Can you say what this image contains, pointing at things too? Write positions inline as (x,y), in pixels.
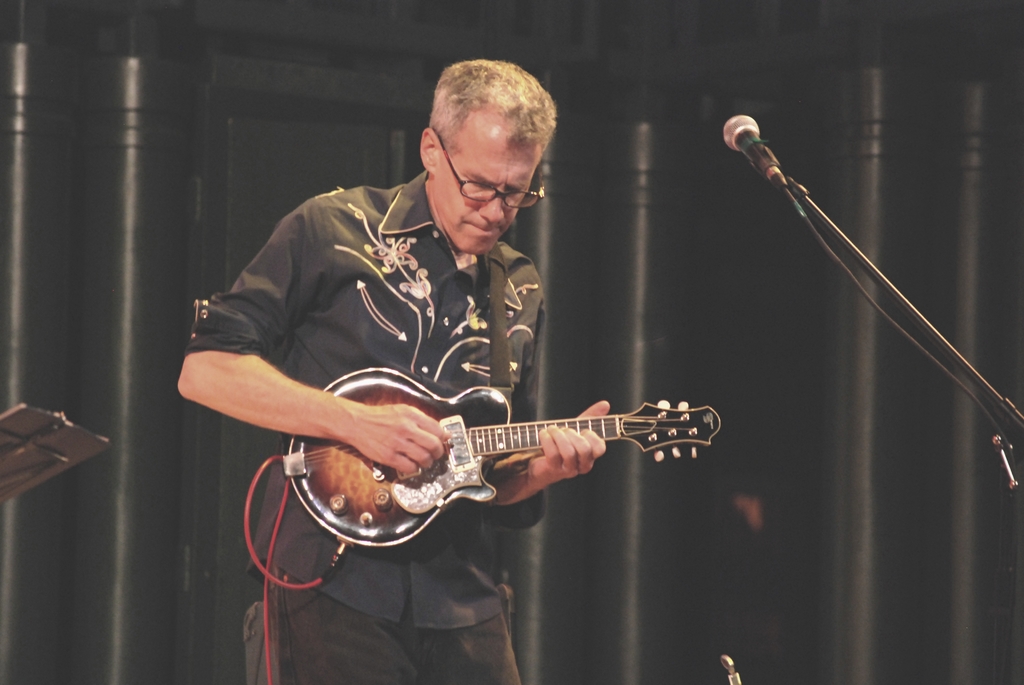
I can see in this image a man (439,377) is playing a guitar (473,458) in front of a microphone (774,159). The man (376,423) is wearing black shirt (367,325) and spectacles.
